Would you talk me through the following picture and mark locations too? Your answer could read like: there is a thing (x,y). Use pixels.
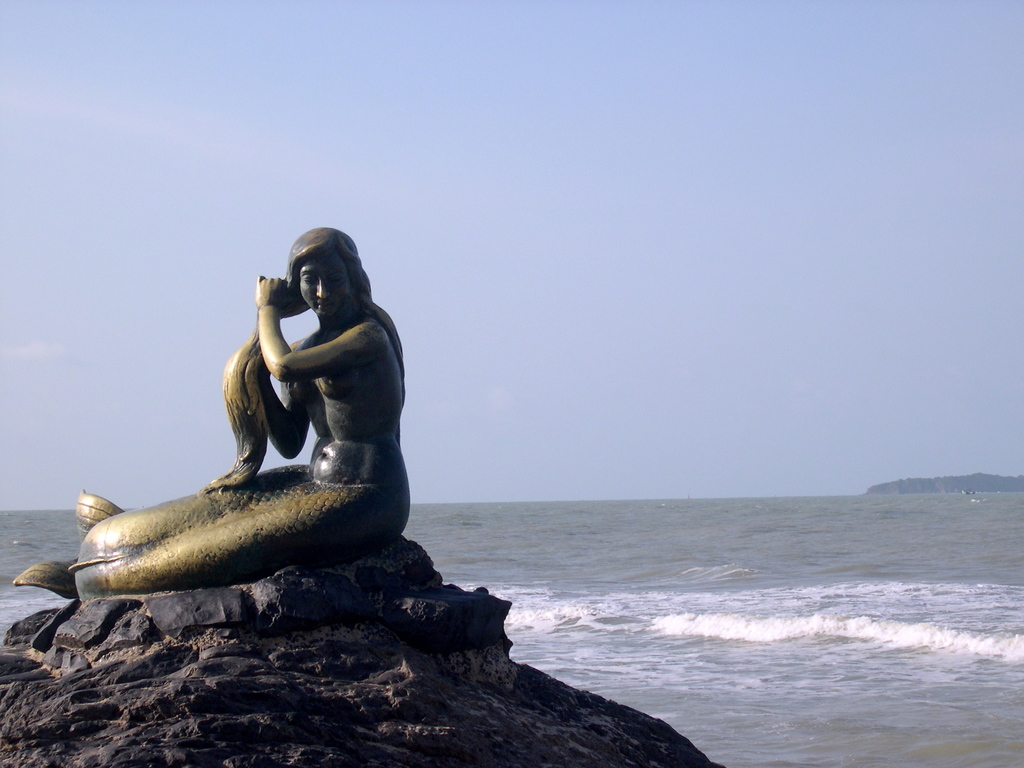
In the foreground of this image (323,499), there is a sculpture (302,516) on a rock (292,698) and in the background (763,538), we can see the sea (702,575) and the sky (626,263).
